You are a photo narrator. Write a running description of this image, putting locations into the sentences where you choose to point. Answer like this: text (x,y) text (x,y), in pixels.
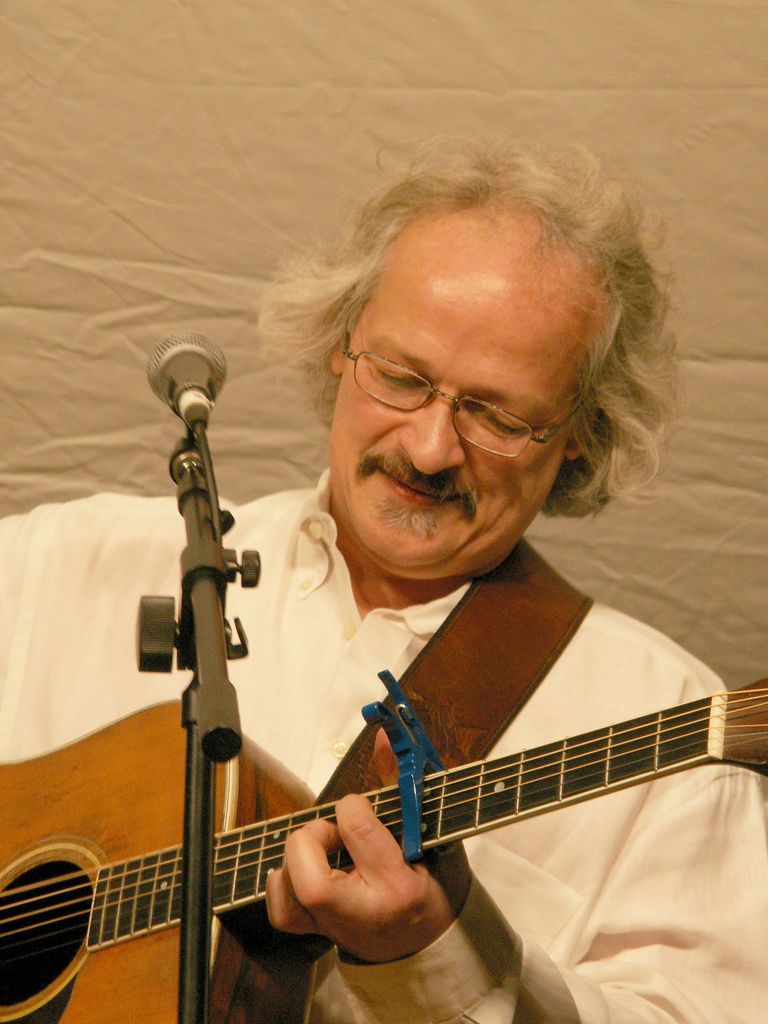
In this image I can see a man (579,715) playing the musical instruments (462,786). There is a mic (197,375) and a stand (210,718). At the back side (304,152) there is a white cloth (352,147). The man (480,475) is wearing a white shirt (639,941).
